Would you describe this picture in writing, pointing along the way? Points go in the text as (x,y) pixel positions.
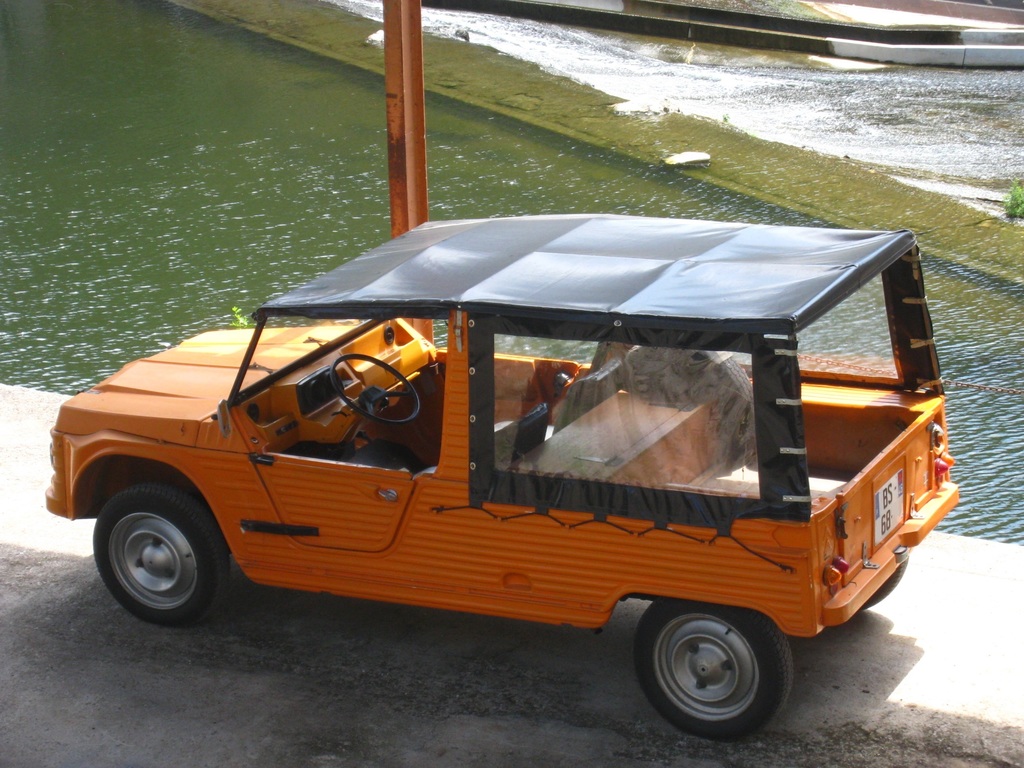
In this picture I can see a vehicle (549,364), and in the background (501,195) there is water (283,138) and a pole (401,120).
